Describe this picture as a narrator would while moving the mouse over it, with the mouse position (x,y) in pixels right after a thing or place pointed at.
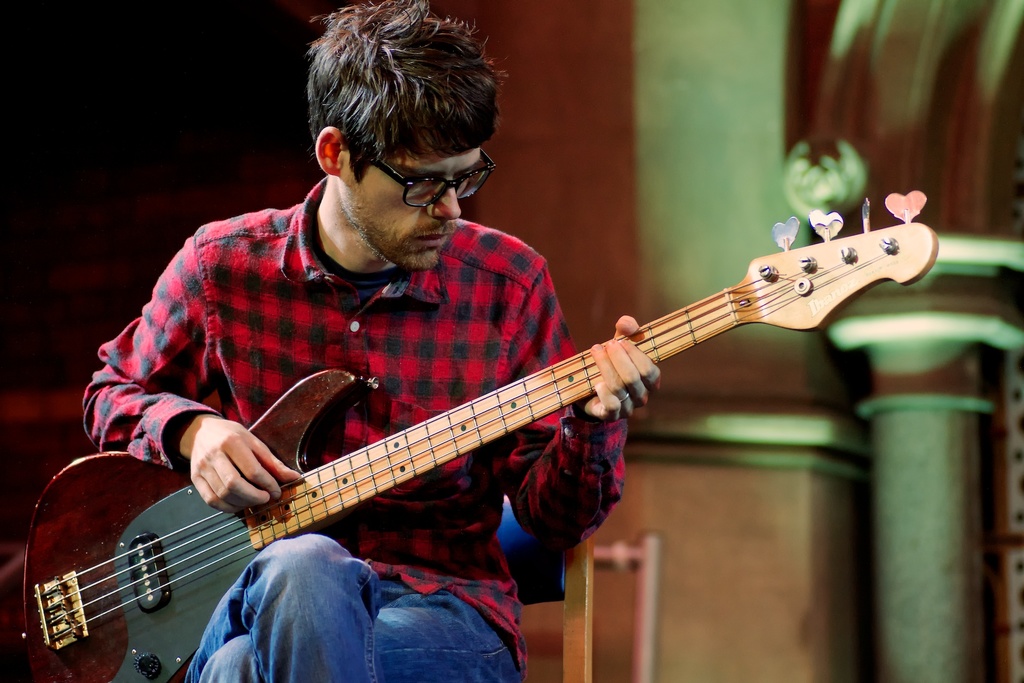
This picture shows that a man (316,144) is holding the guitar (91,557), and playing the guitar (118,455) with his right hand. He is wearing a red color shirt (456,318) and he has spectacles (466,190). He is sitting on the chair (564,625).
